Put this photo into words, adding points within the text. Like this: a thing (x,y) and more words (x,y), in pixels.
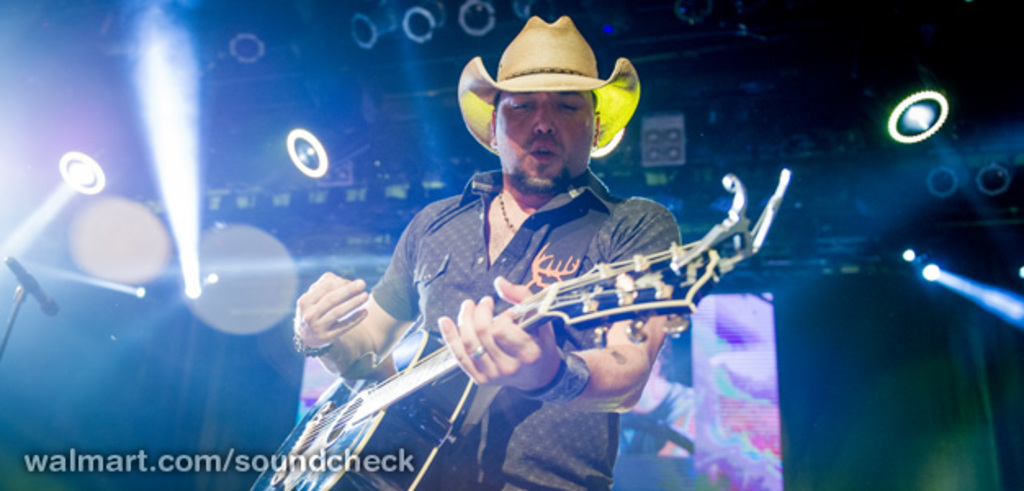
In this image i can see a person (450,296) standing and holding a guitar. In the background (207,277) i can see few lights (195,294) and a microphone (53,299).
